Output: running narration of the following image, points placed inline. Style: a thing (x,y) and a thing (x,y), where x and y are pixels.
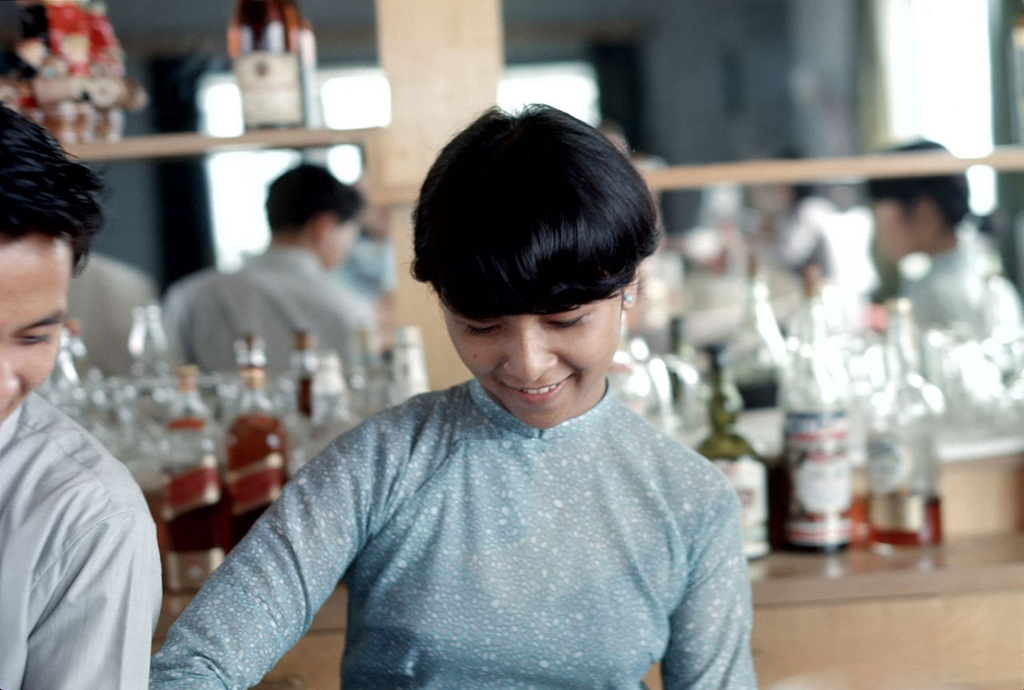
In this picture there is a woman (424,232) wearing a blue top (559,532). Beside her there is another man (65,181) in white shirt (90,570). Behind them there are bottles (850,491) placed on the table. In the background (193,44) there are people (947,266), wall (690,197) etc.
